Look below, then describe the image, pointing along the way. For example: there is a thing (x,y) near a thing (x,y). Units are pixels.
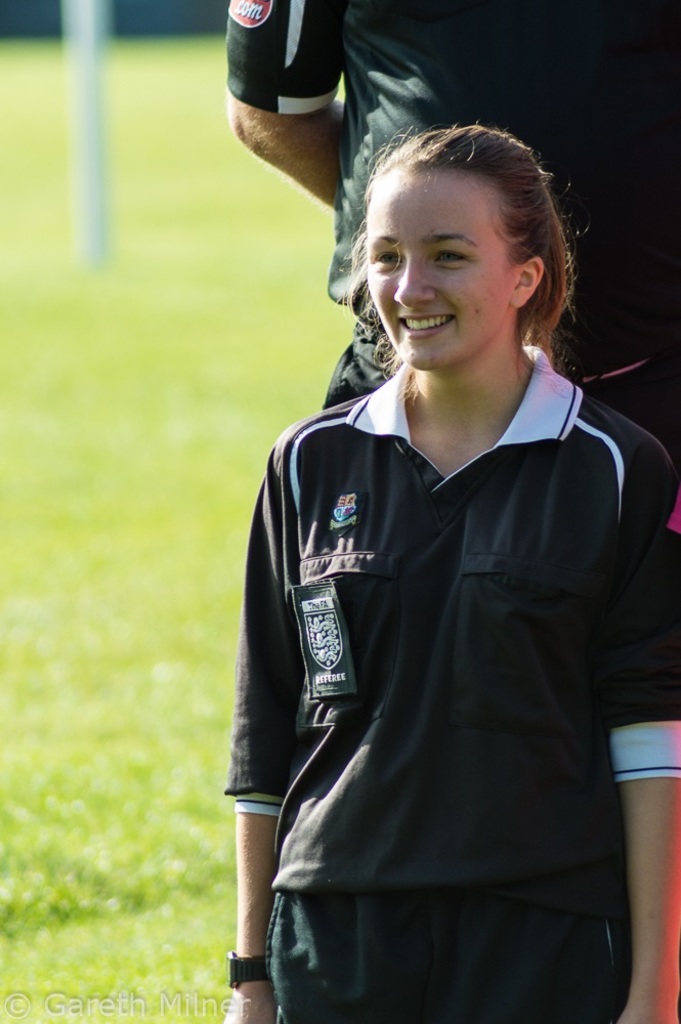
In this image in the foreground (376,605) there is one woman (389,636) who is standing and smiling, and in the background (316,88) there is one person (483,112) who is standing. At the bottom (154,865) there is grass (157,213), and in the background (80,107) there is one pole (82,134).
